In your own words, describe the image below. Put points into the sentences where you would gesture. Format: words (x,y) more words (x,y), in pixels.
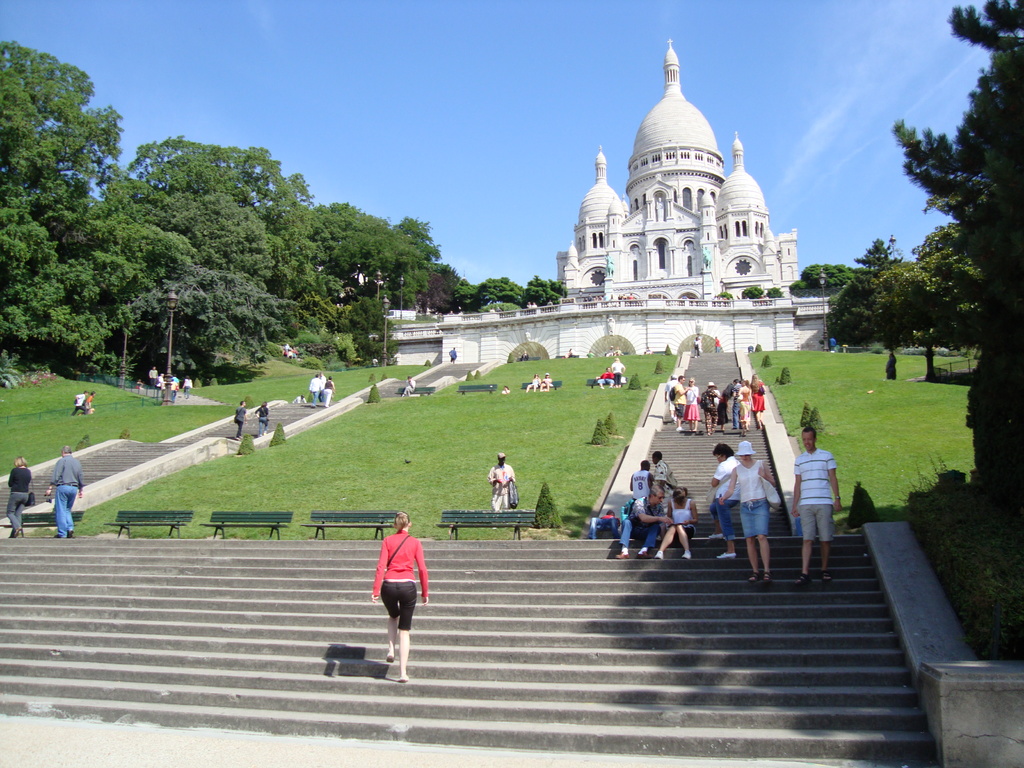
Here we can see group of people (602,386). This is grass (415,430). There are benches (540,385), plants (362,346), poles (825,299), lights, trees (343,309), and ancient architecture (697,248). In the background (833,215) there is sky (710,64).
